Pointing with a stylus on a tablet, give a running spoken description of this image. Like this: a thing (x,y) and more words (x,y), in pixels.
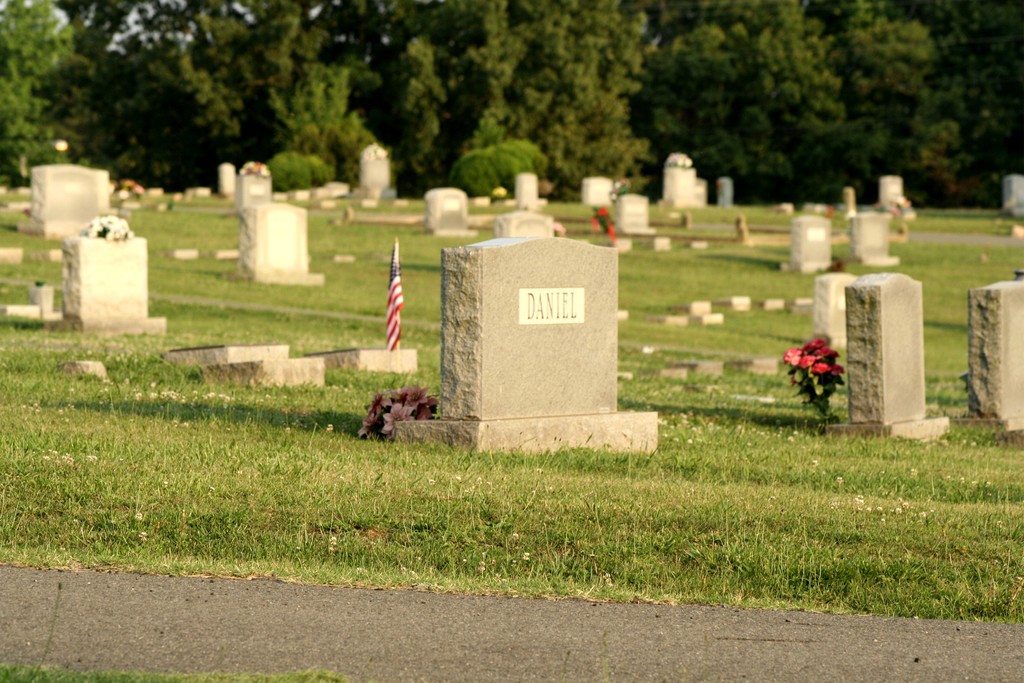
In this image there is a graveyard (504,486). There is a grassy land (781,421). There are many trees (770,139) in the image.
